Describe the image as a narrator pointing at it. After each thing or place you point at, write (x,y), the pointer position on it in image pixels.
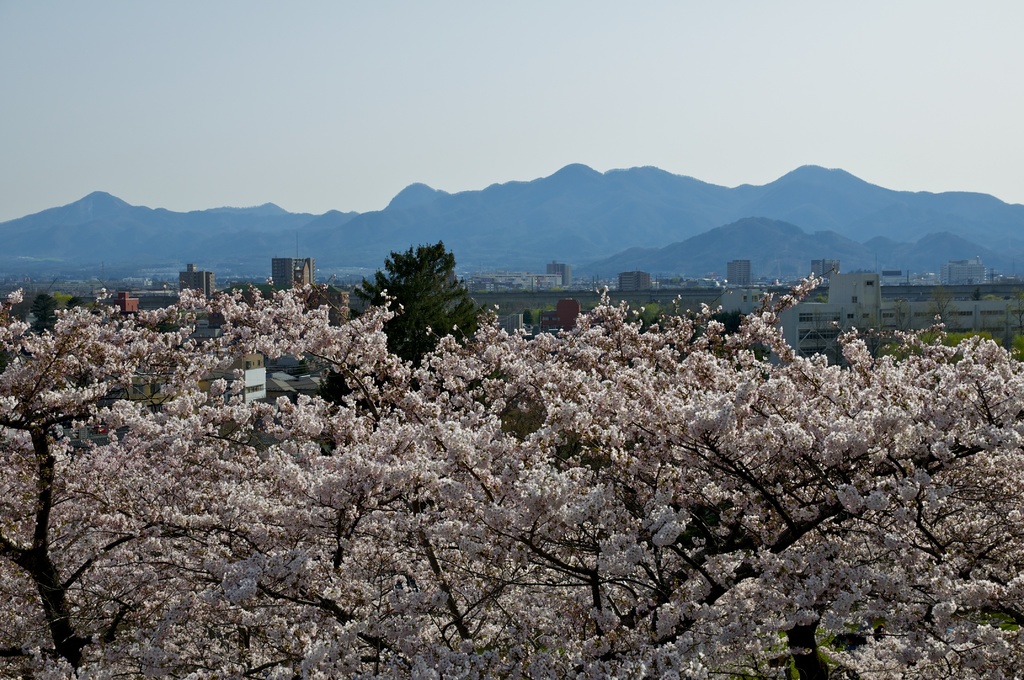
In the foreground of the picture (150,555) there are trees (684,468). In the center of the picture (678,277) there are buildings (336,312) and trees (399,280). In the background (370,219) there are hills (524,228). Sky (65,97) is clear.
